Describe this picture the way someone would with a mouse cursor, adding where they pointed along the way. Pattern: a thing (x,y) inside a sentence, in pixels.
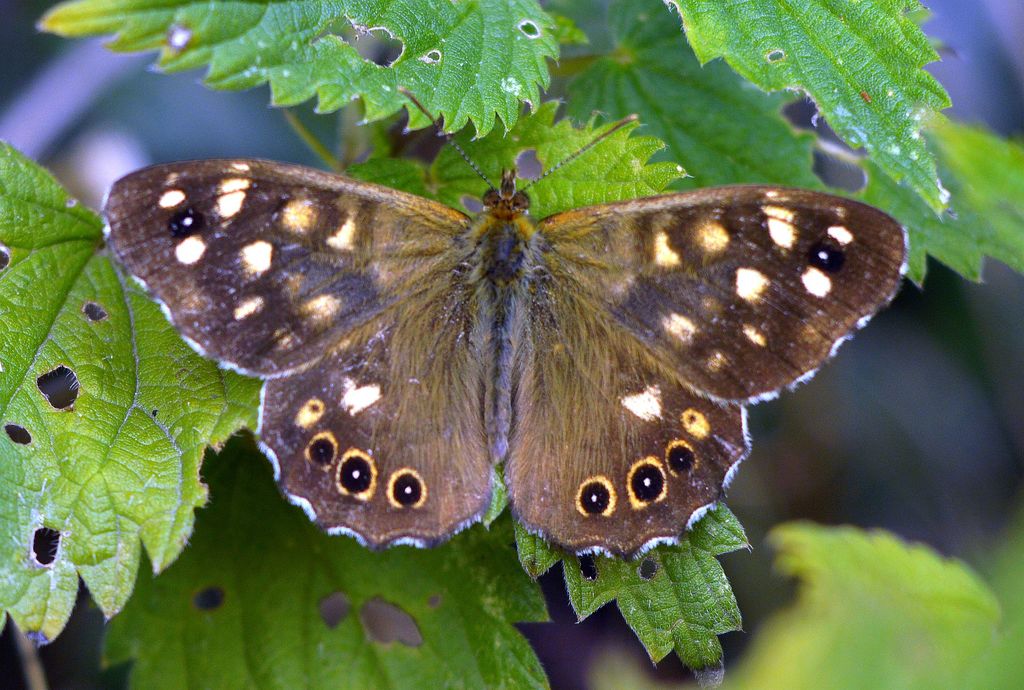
In the center of the image (574,330), we can see a butterfly (587,312) and in the background (686,137), there are leaves (77,439).
